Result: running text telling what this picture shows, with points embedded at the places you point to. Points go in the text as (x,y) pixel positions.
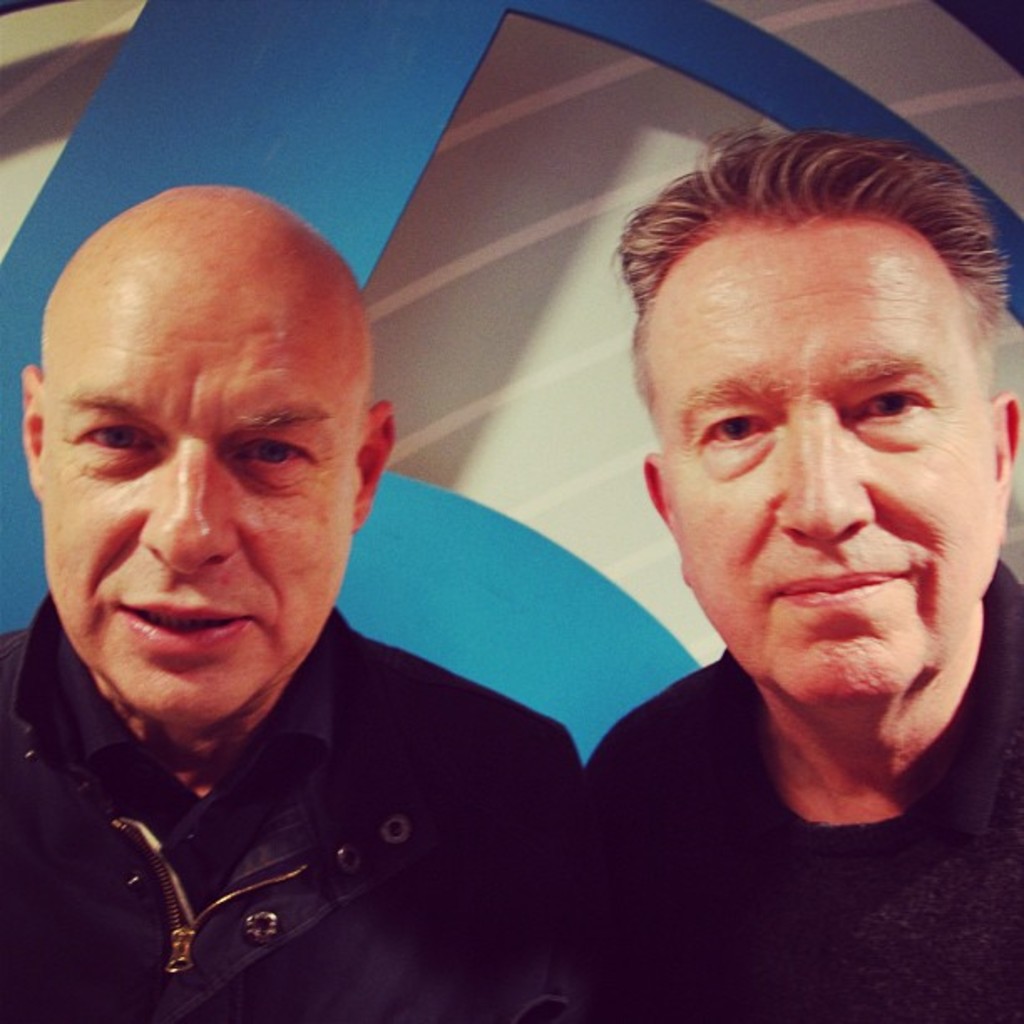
In the image we can see two men (737,871) wearing clothes (484,827) and they are smiling. The background (512,288) is blue and white.
